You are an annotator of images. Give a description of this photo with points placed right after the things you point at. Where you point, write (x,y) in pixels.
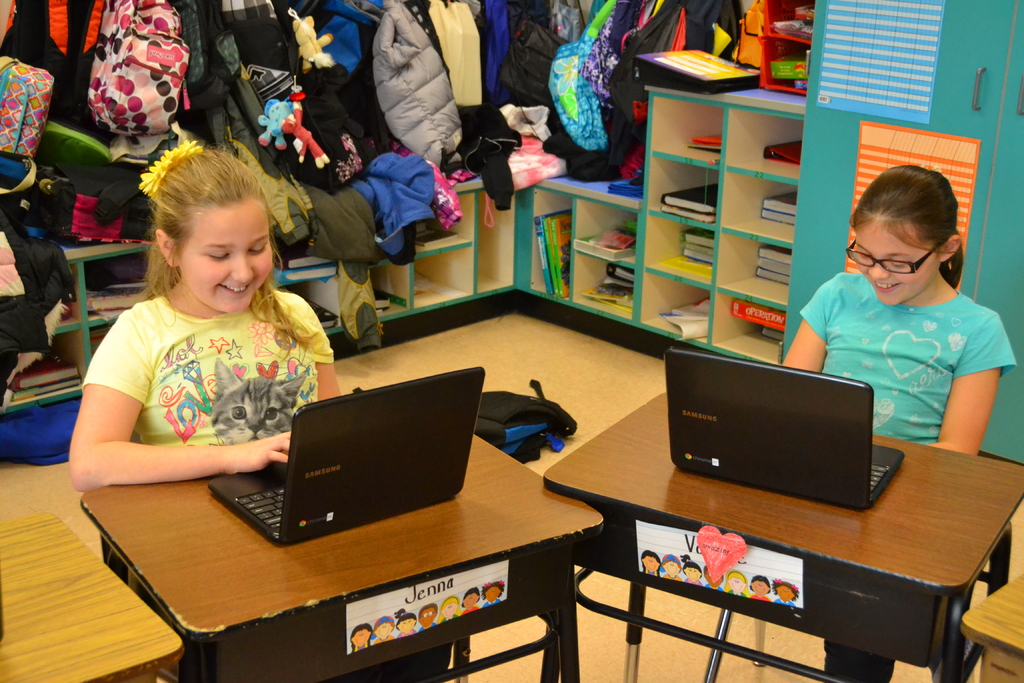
In this image there are two girls (78,429) sitting on chair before a table (499,505) having laptop (297,531) on it. Girl (890,298) at the right side (872,307) is wearing a blue shirt (952,320) and spectacles (870,262). Girl (80,452) at the left side (264,298) is wearing a yellow shirt (162,360). At the background (643,197) there are few shelves (610,204) having books (625,300) and bags (619,35) on it.
